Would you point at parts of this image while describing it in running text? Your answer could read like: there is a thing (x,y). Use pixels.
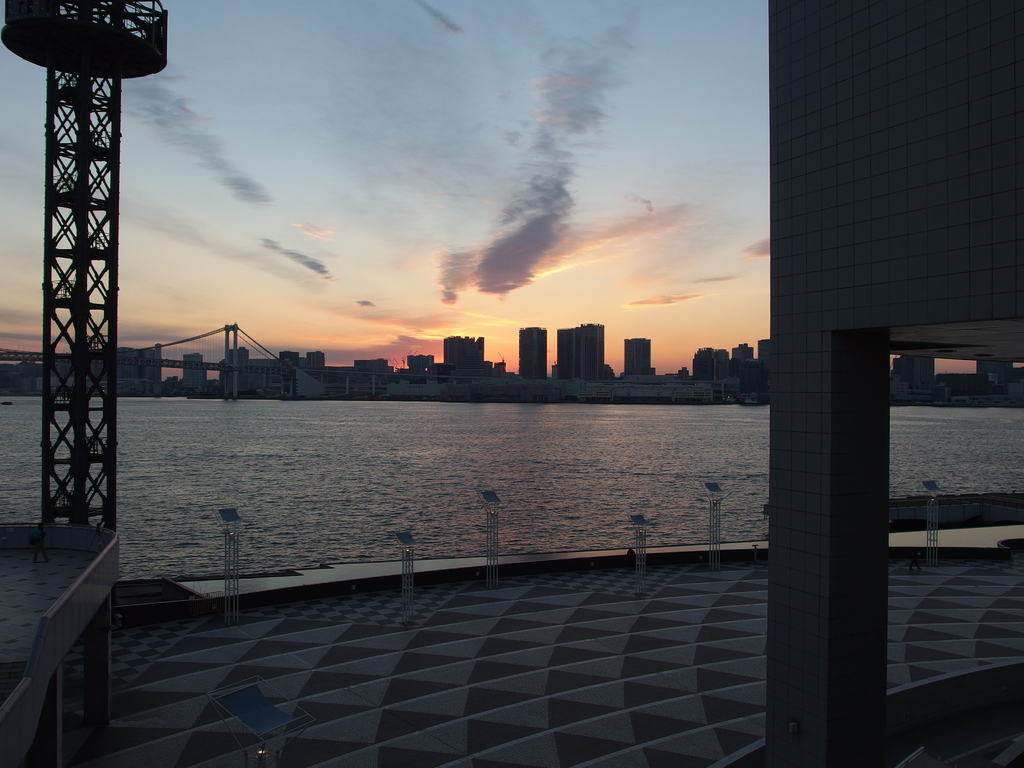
This picture is clicked outside. In the foreground (455,692) we can see the ground (668,662), pillar (874,489), metal objects (93,128), a person (34,558) and the pillars (85,695) and some other objects (564,563). In the center (523,438) we can see a water body (373,472) and the bridge (232,371). In the background (445,211) we can see the sky (466,302), buildings (752,368) and many other objects (388,369).
